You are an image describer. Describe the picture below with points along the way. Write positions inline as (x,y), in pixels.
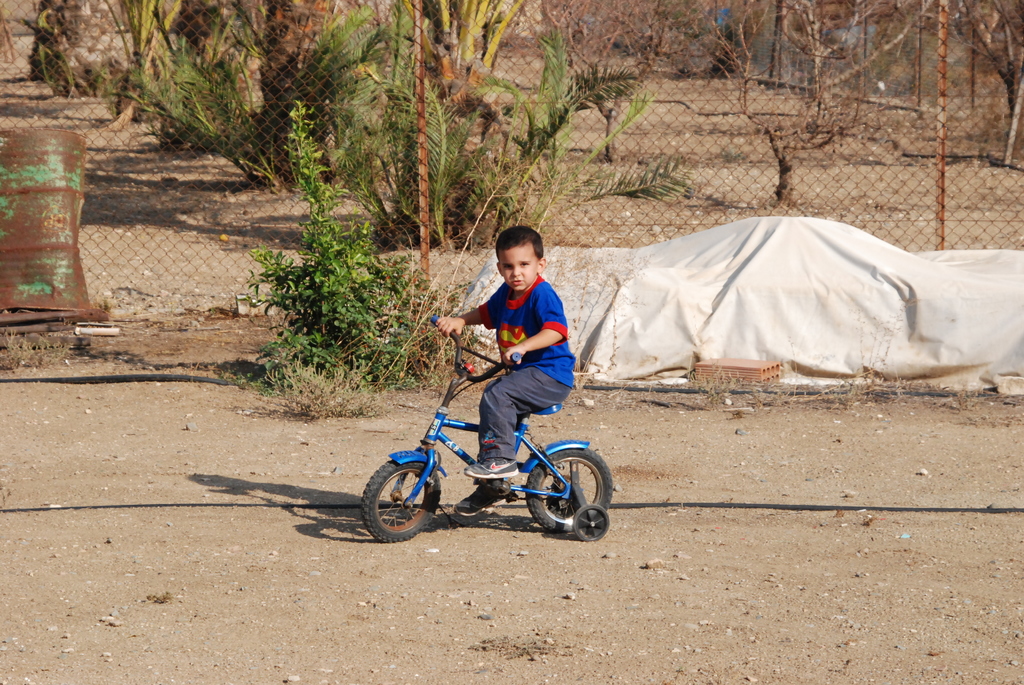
The kid (520,338) wearing blue shirt (538,303) is riding a blue bicycle (556,451) and there are trees (433,115) and a fence (464,156) in the background (396,170).
